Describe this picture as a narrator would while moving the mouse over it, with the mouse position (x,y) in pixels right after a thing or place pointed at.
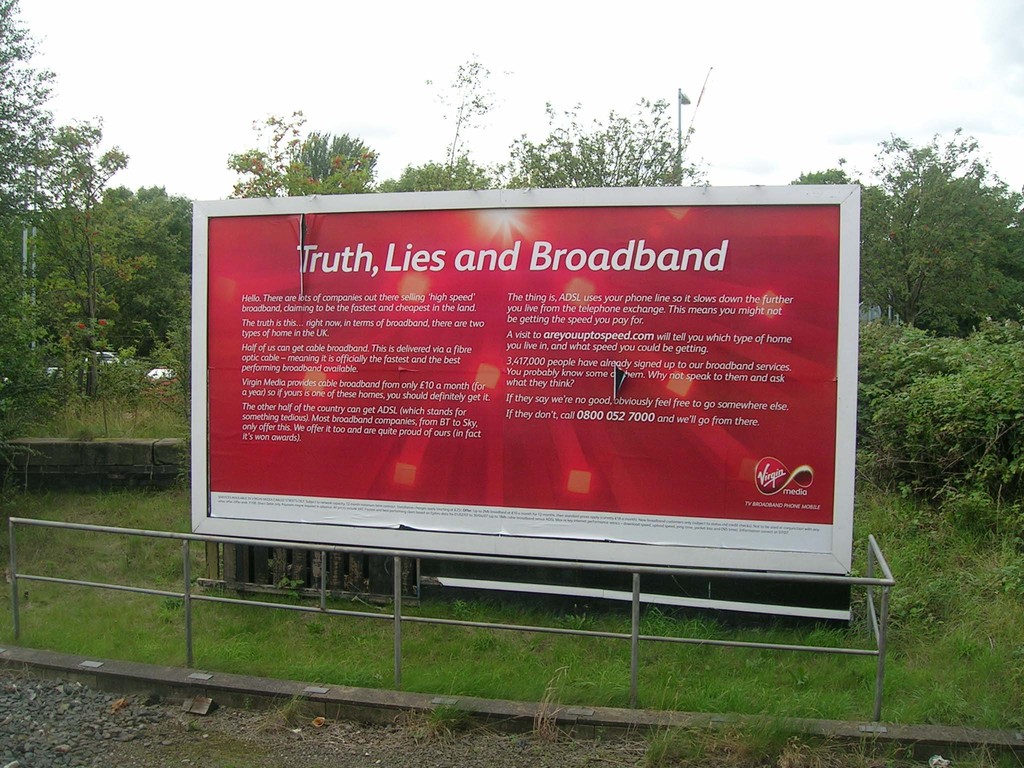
In this image I see a board (429,224) on which there are words (405,258) written and I see the green grass (985,572) and I see the railing (867,650) over here. In the background (80,294) I see the trees (80,294) and the sky (626,107).
